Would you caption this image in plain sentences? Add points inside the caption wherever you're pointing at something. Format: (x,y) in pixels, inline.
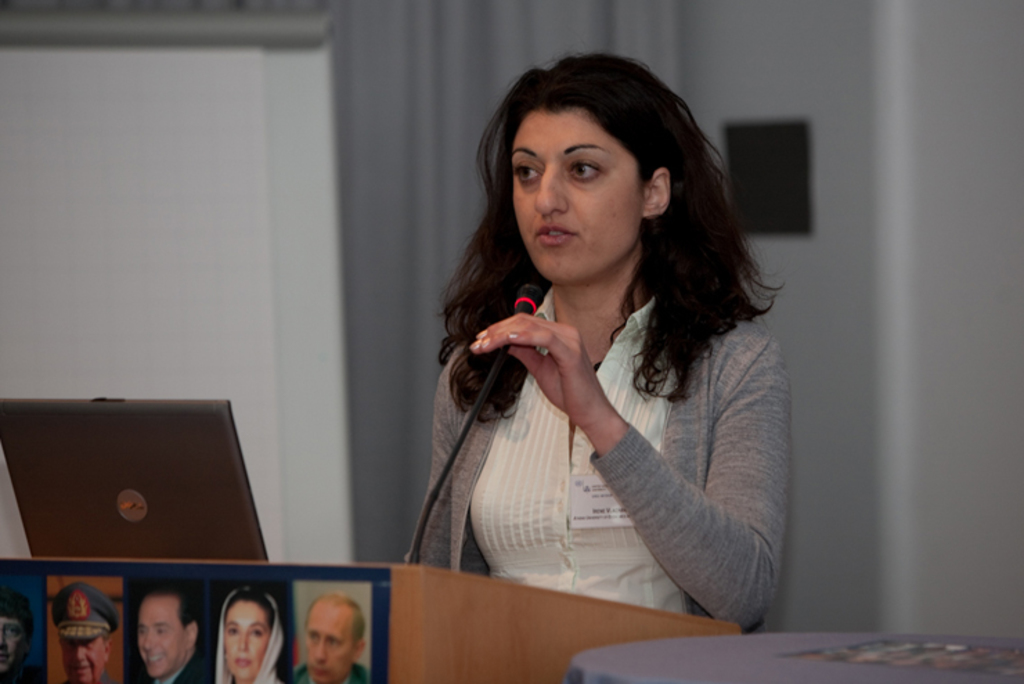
In this image we can see a woman (541,397) standing in front of the podium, on the podium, we can see some photographs (256,618), mic (428,513) and a laptop (119,420), in the background (336,120), we can see a projector (169,66), curtain (342,56) and the wall (951,507), also we can see a table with poster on it.
